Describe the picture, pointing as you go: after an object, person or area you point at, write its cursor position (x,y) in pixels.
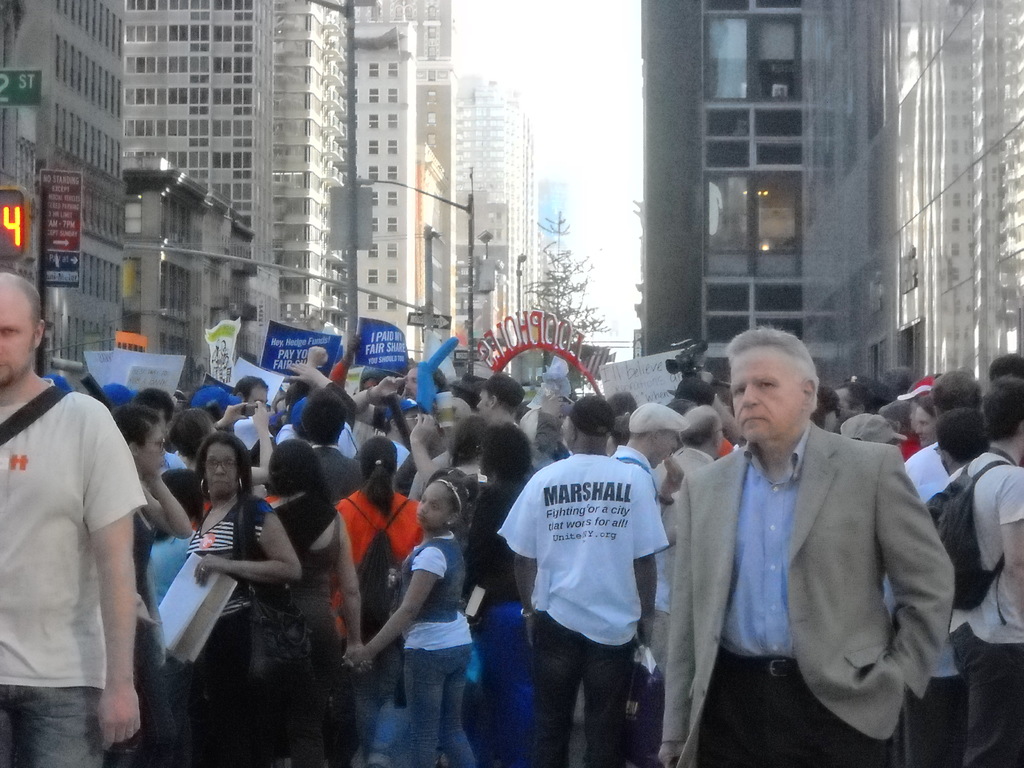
In this image I can see group of people (53,419) standing holding few banners (367,351), banners (387,348) are in blue color. Background (618,279) I can see few buildings (172,170), trees (553,279), and sky (562,65) in white color.
